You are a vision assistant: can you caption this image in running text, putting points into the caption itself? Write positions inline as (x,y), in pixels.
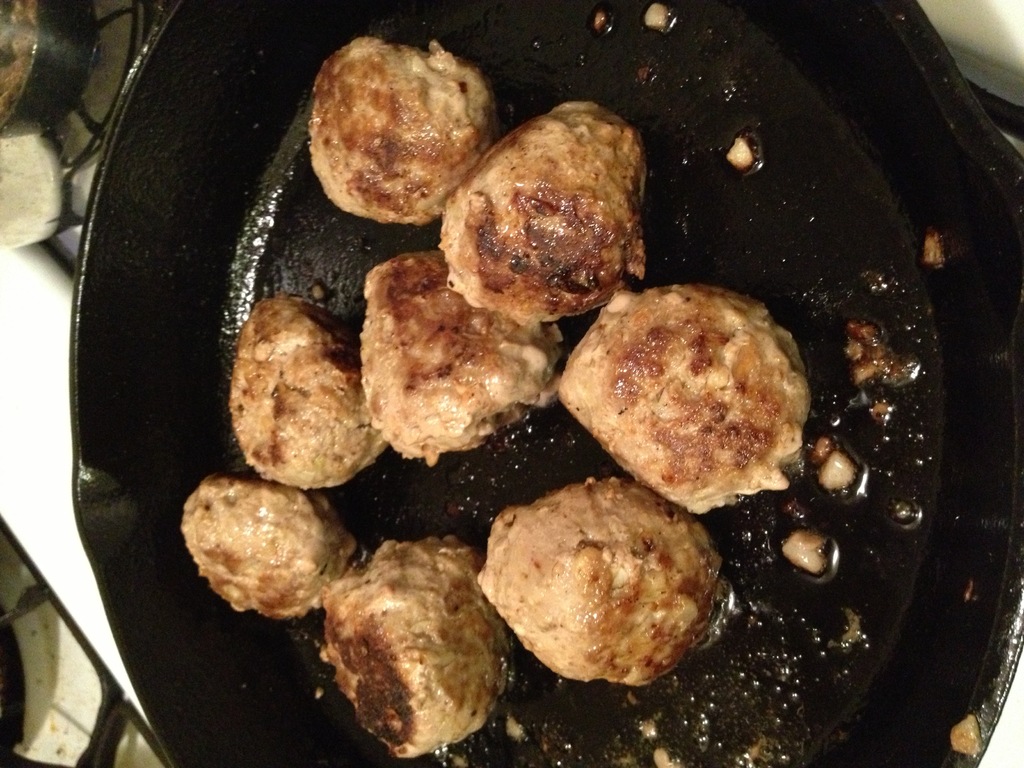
In this image there is a food item (459,181) in a pan (238,141), and in the background (40,50) there is a food item (19,44) in a bowl (60,99), which is on the stove grill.
